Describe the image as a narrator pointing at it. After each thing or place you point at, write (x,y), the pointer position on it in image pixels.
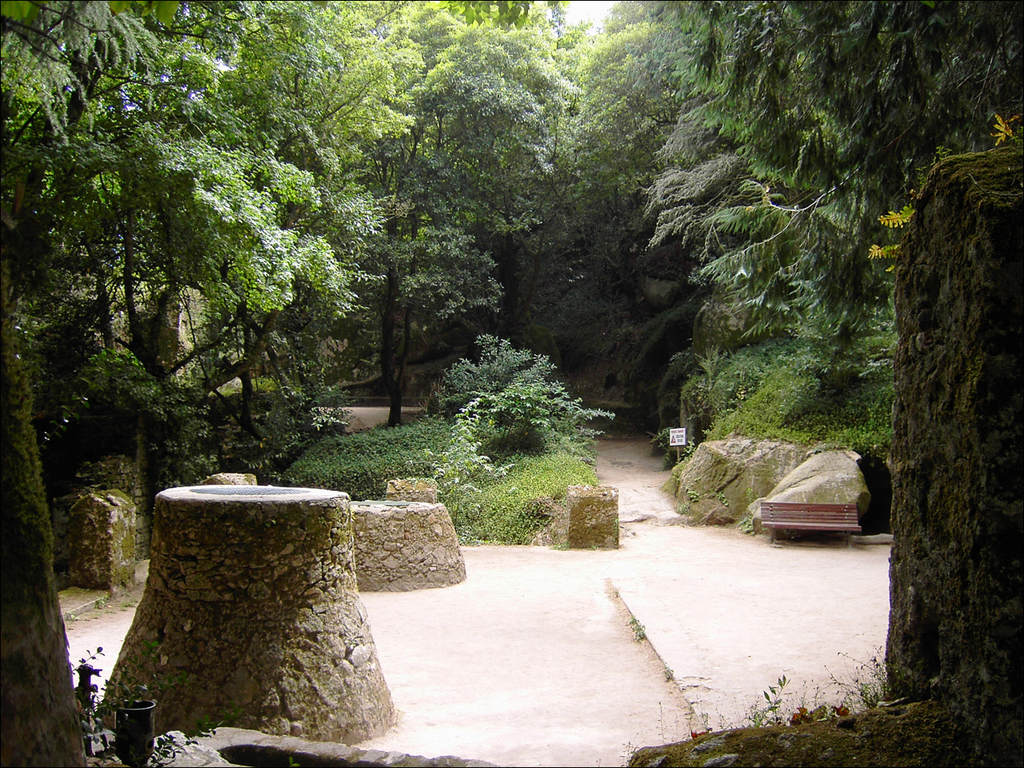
In this image, in the middle (517,370) there are trees (808,187), stones (348,632), bench (792,515), poster (676,433), plants (505,455), grass (570,477), sky (567,23).
